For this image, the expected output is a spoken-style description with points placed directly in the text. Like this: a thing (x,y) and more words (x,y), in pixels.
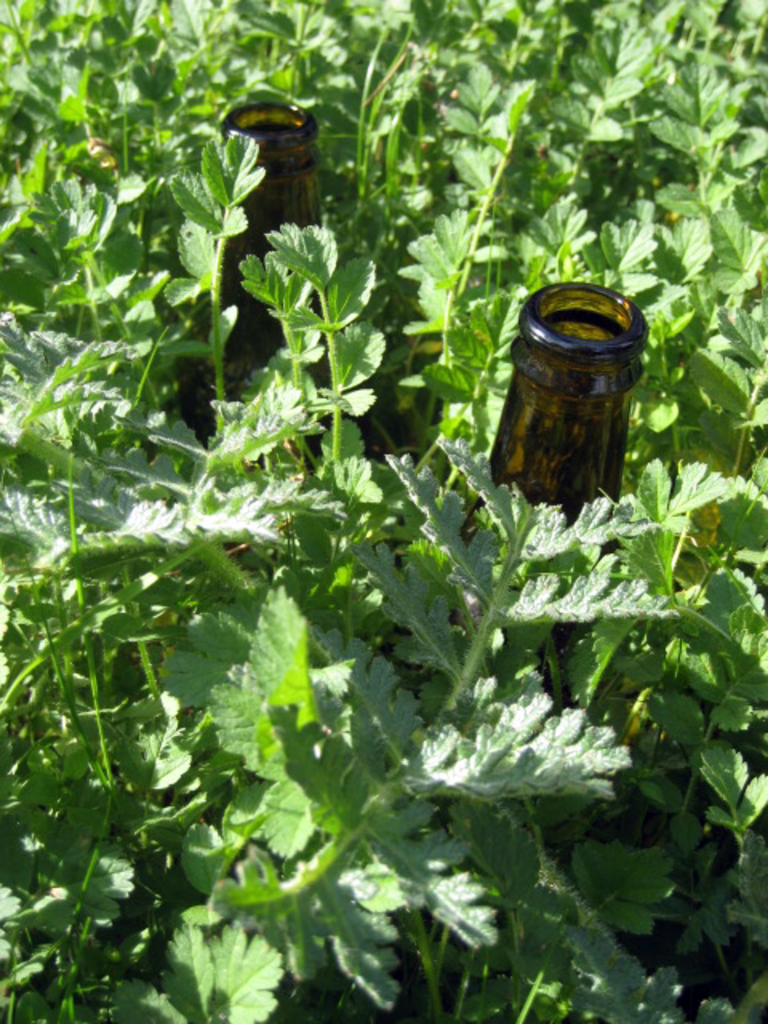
In this image we can see some green plants (387,868) and two glass bottles (617,378) in the middle of the plants (297,822).
